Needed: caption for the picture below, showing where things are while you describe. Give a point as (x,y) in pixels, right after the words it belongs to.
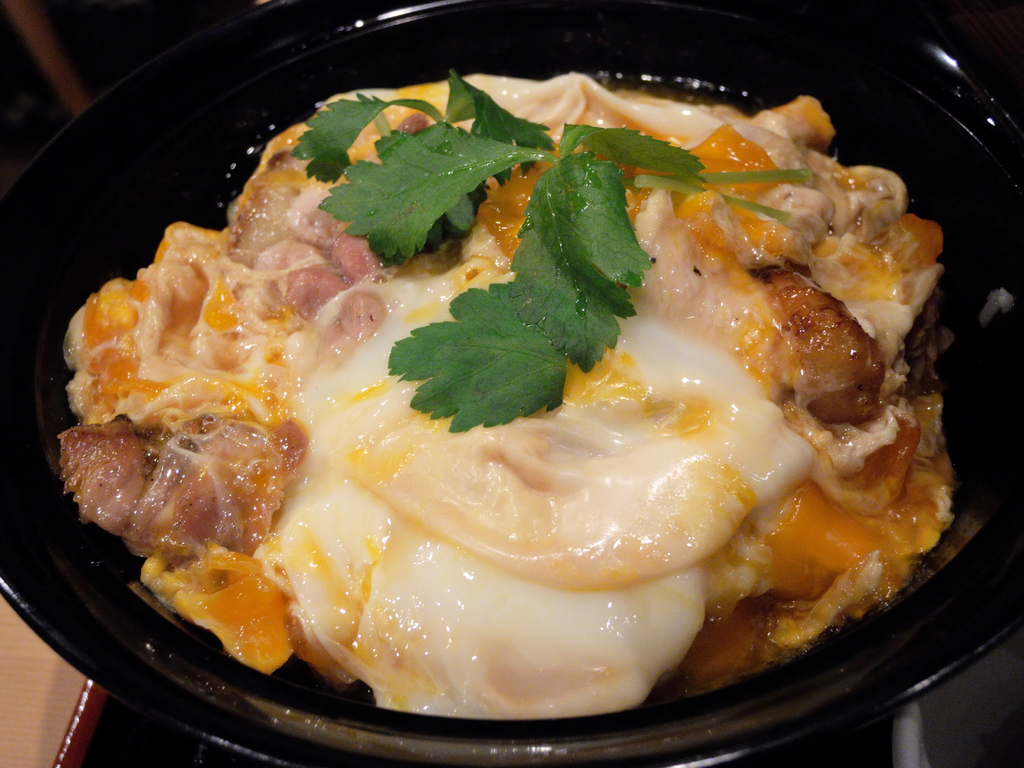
This image consists a bowl (213,716) in which there are omelettes (307,526) and flesh (172,464) along with leaves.
